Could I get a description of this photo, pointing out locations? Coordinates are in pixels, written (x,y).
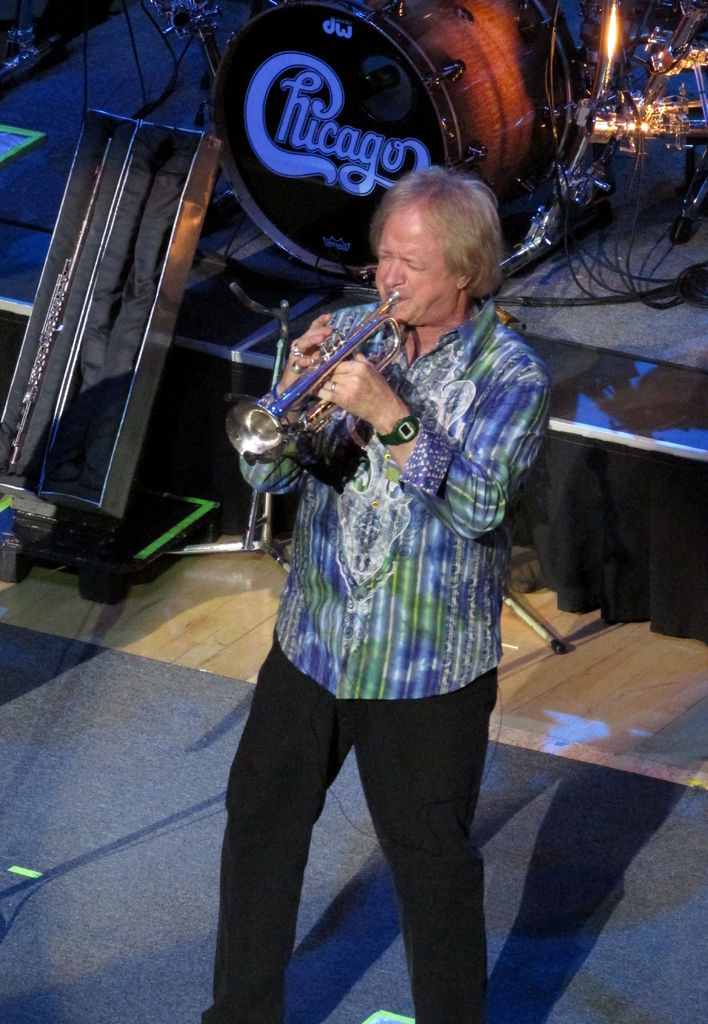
In a given image i can see a person (319,535) holding a musical instrument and i can also see a floor mat (94,709), stage (591,466), lights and some other objects (697,77).
